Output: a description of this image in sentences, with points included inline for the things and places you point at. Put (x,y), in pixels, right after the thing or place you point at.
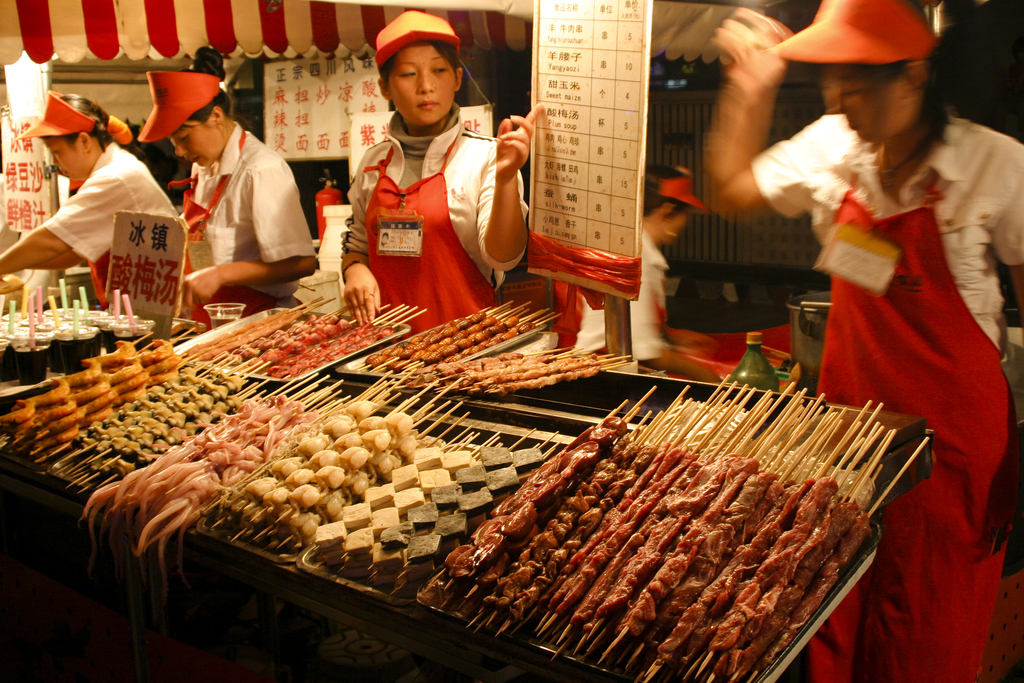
In the image we can see there are people (490,209) standing, wearing the same costume (389,155), caps (442,34) and identity cards (399,231). Here we can see food items (667,483), board (593,124) and text (561,170) on the board (577,140).
